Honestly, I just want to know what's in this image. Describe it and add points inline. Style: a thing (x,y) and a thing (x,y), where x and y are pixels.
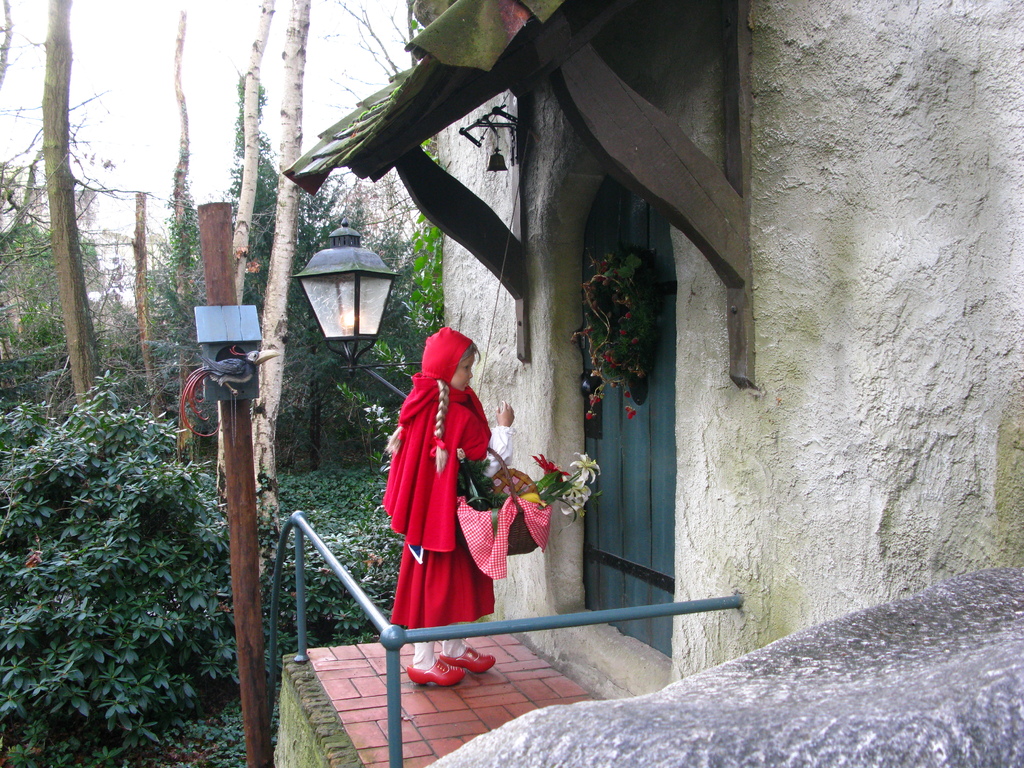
In this image we can see a girl (439,419) is standing on the floor (442,728) at the door (607,481) and she is carrying a basket (518,501) with flowers (553,484) in it. We can also see railing (359,597), objects (208,425) on a wooden pole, wall (550,361), objects (356,313) and roof (455,98). In the background (14,189) we can see trees (139,229) and the sky (43,163).
